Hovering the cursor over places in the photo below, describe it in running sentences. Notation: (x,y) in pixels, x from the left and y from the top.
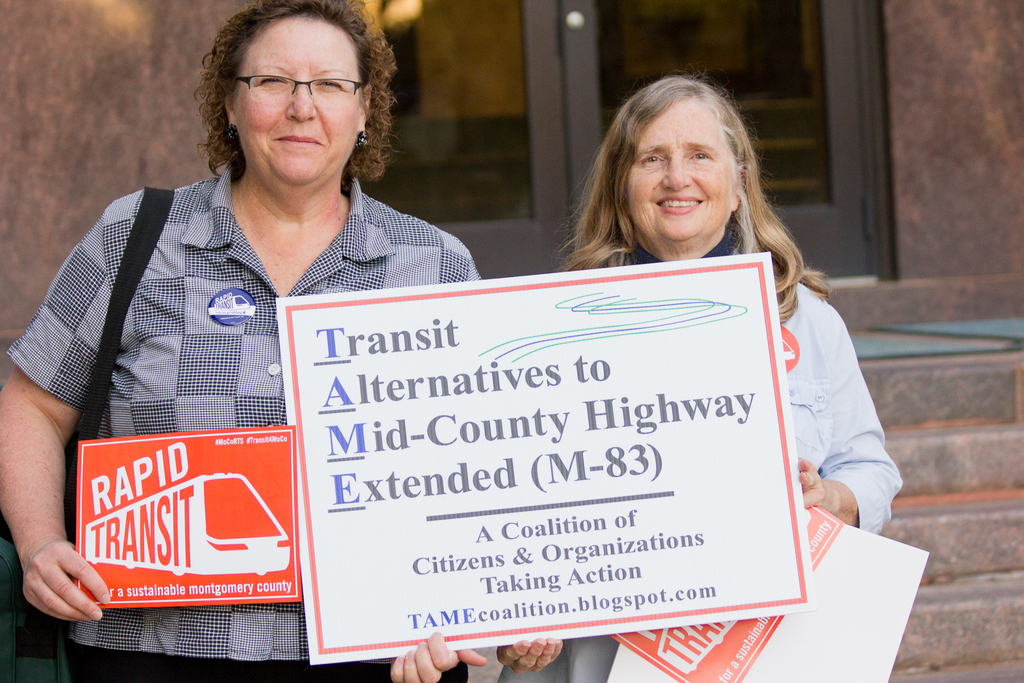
In this image I can see two women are standing and holding boards (403,507) in their hands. In the background (1002,10) I can see the building (157,173), few stairs (968,657) and the glass door (784,87).
